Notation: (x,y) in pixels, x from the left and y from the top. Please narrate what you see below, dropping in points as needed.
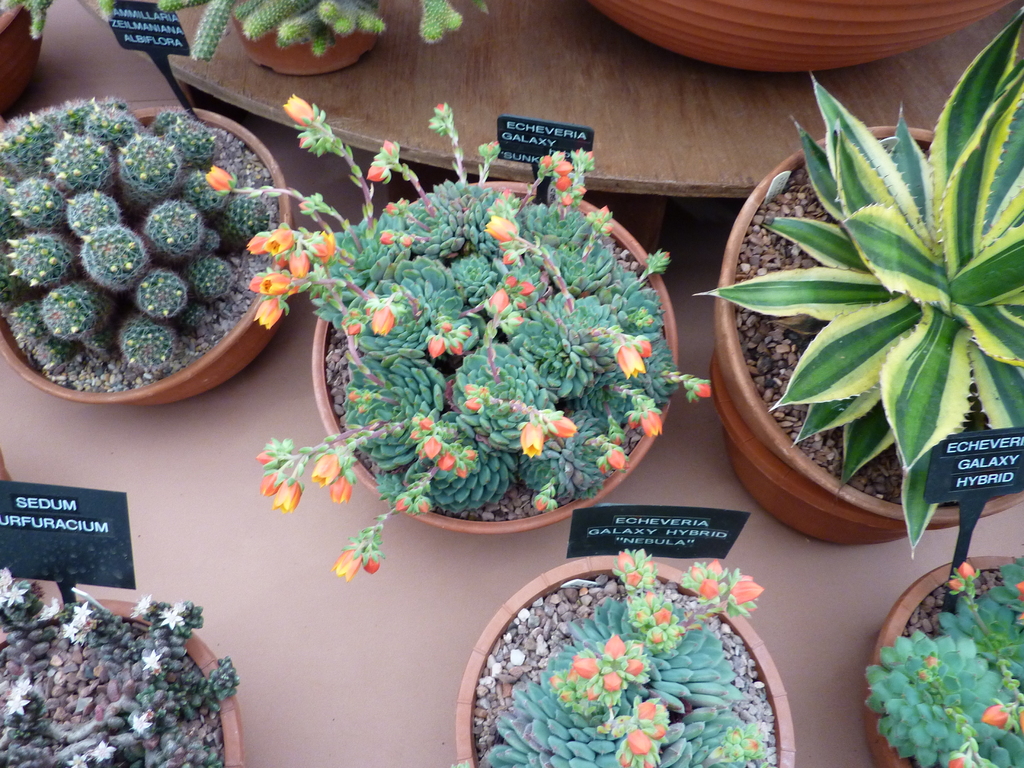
In this image there are some flower pots (183,380) on the surface (148,499) and on the wooden platform (799,113) with names (163,36) on it.
